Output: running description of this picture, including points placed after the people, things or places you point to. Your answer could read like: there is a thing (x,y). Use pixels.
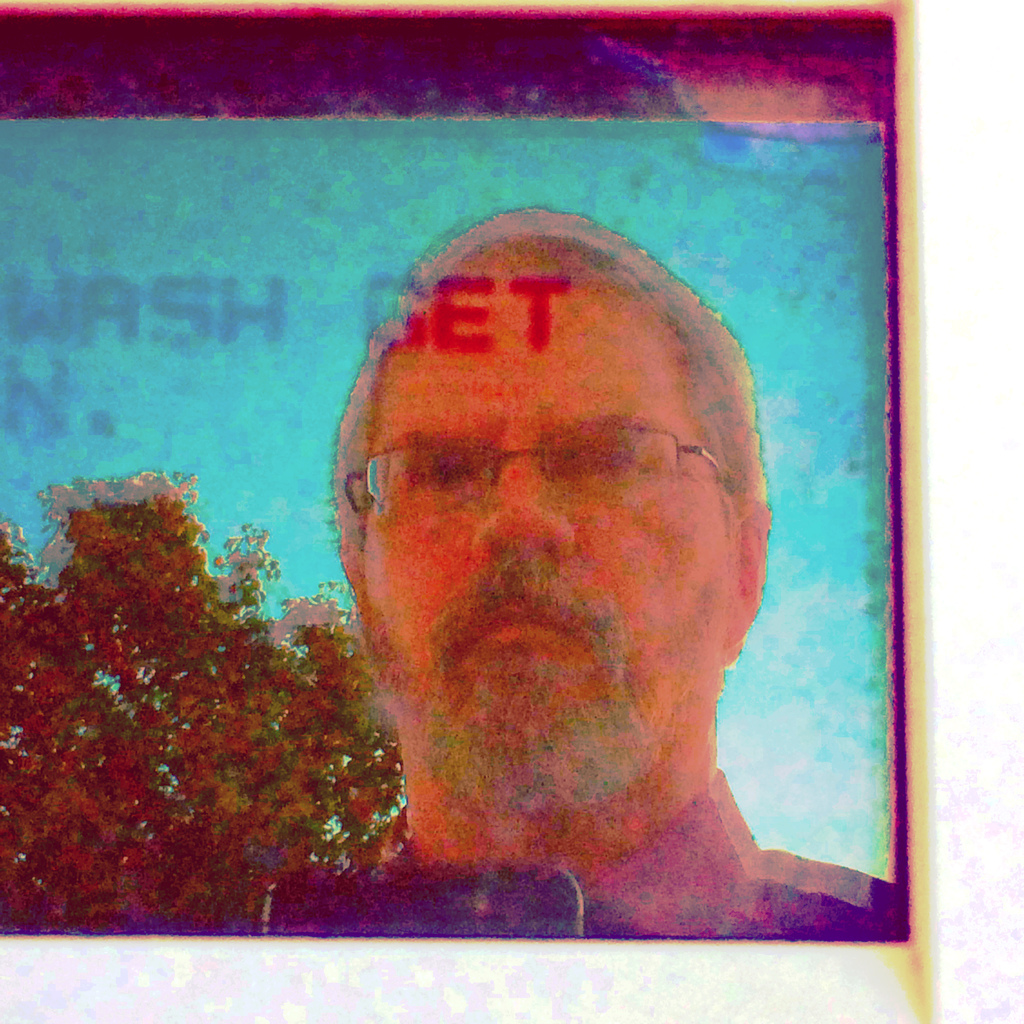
This is the blurry image in which there is a man (553,650) and on the left side (184,763) there is a tree (188,763) visible.
